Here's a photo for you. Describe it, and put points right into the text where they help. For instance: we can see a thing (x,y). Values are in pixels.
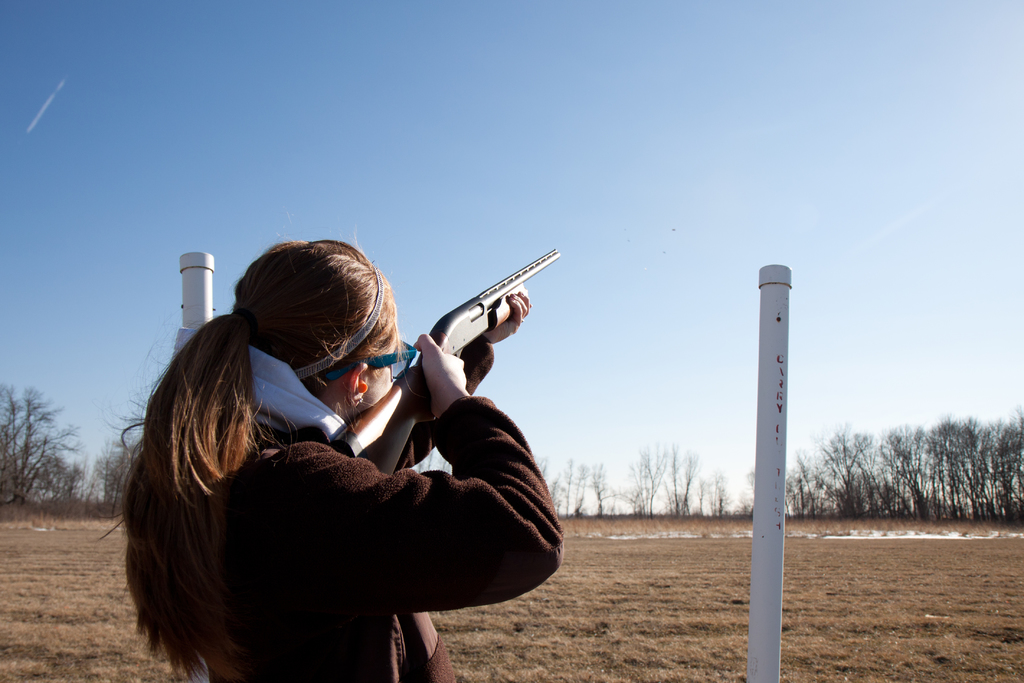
This woman (435,443) is holding a gun (377,456). Background (946,478) there are poles (197,278), trees (933,480) and sky (561,155). Sky (435,126) is in blue color.
